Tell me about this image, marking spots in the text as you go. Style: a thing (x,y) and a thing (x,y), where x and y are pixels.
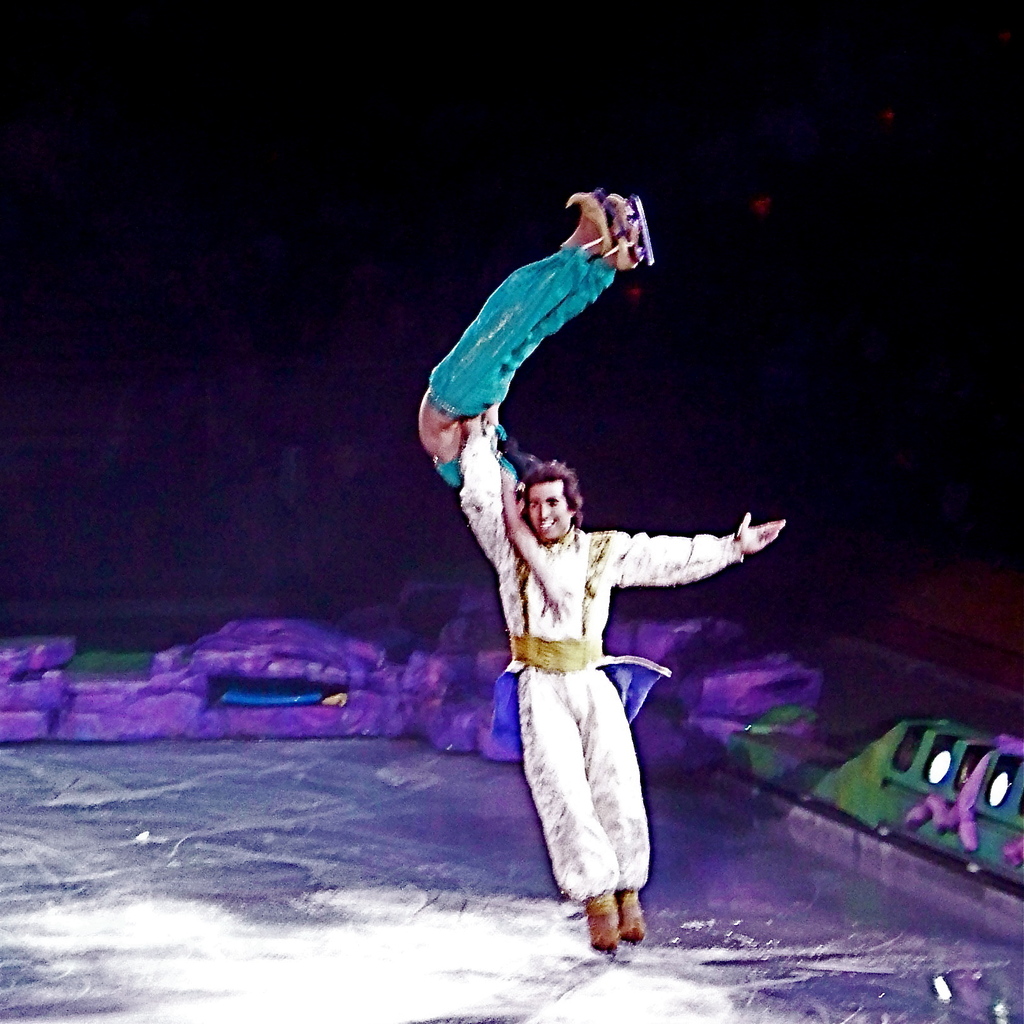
In this image I can see two persons (532,611) where I can see one is wearing white colour dress (575,659) and one is wearing blue. I can see smile (545,524) on his face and I can also see this image is little bit blurry. I can also see this image is little bit in dark from background (47,88).
